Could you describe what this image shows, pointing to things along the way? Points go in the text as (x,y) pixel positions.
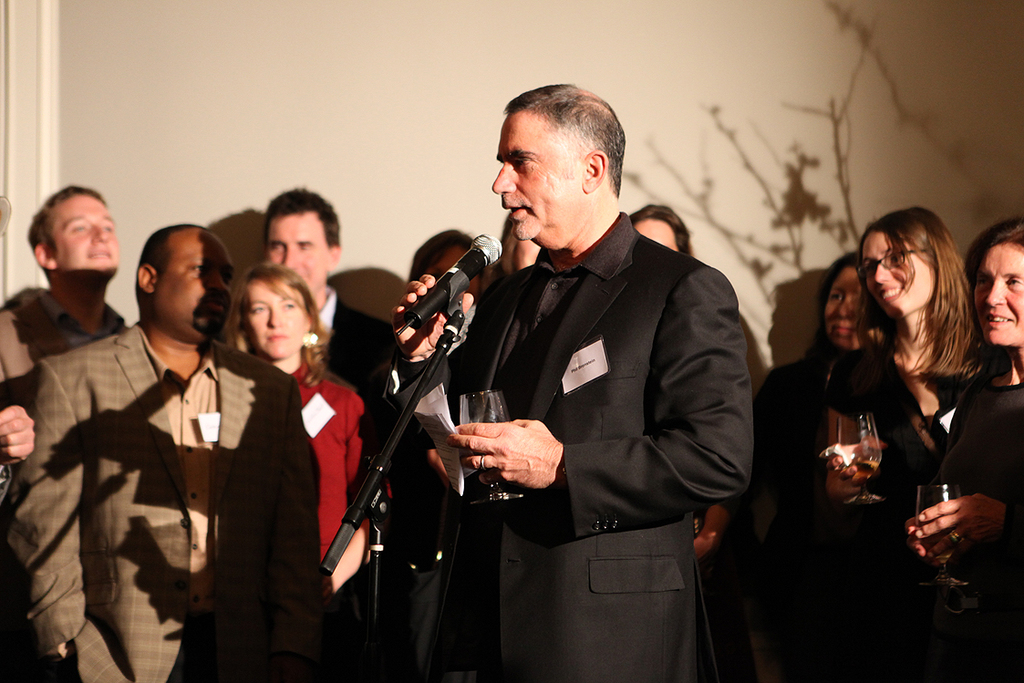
There is a group of people (481,479). They are standing. In the center (540,353) we have a person (516,197). He is holding a mic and glass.
